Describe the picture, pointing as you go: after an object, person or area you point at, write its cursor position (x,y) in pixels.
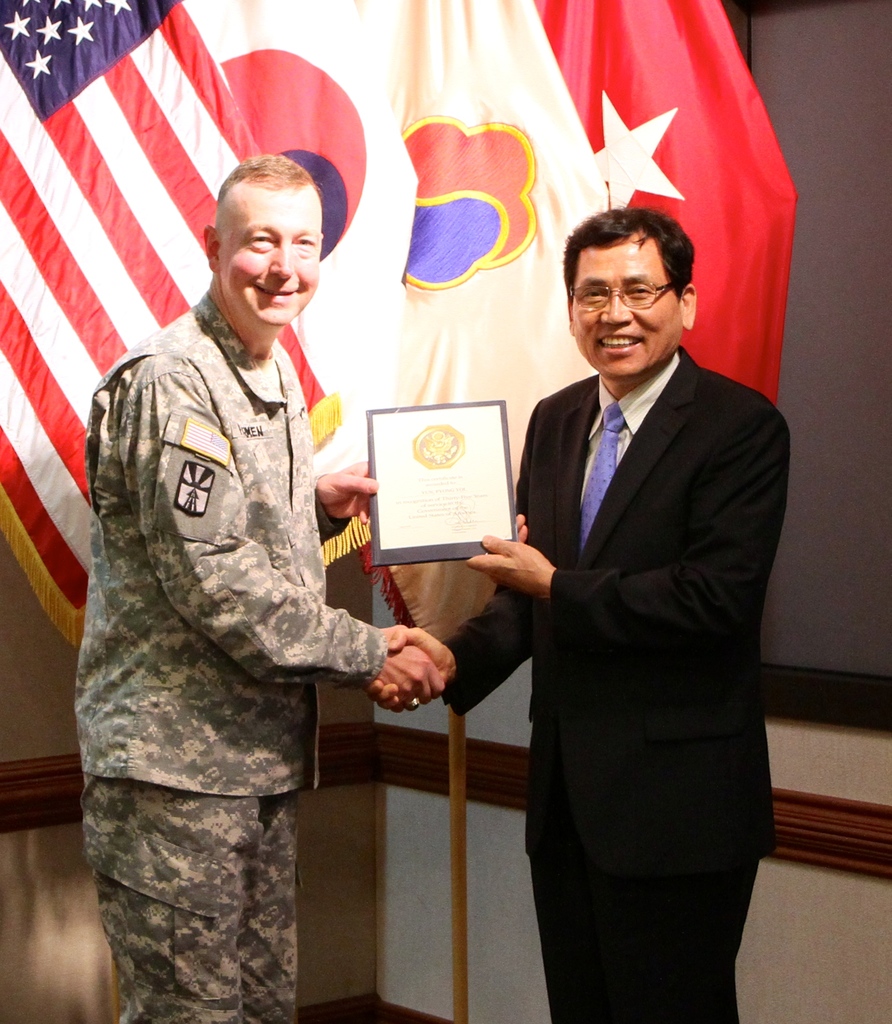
In this image there are two men (464,701) standing shaking their hands (448,646) and holding a certificate (430,544) in their hands (499,554), in the background (465,104) there are flags (541,163).
